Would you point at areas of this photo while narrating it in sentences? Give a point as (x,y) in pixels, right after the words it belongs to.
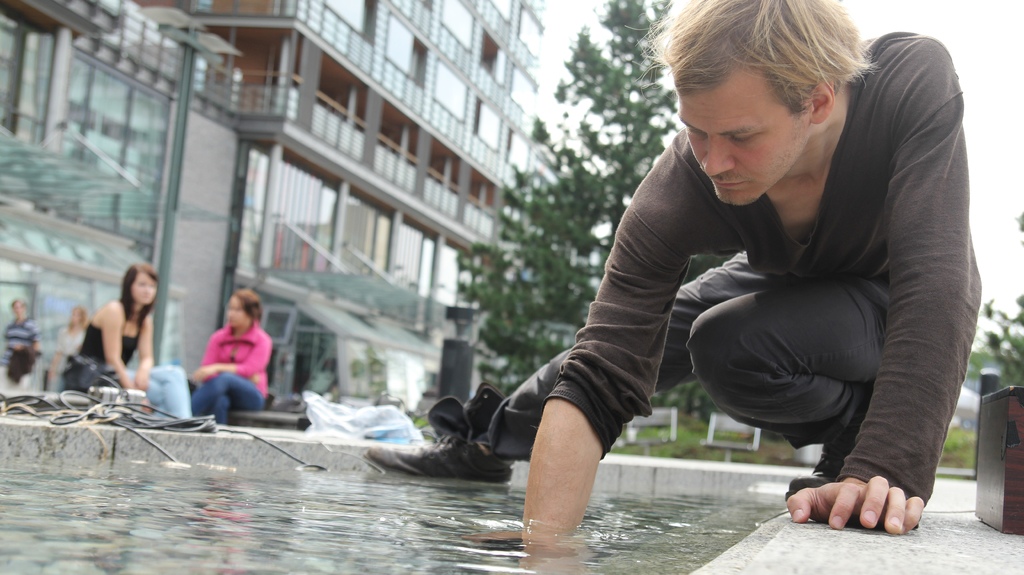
This is an outside view. On the right side (797,199) there is a man (713,272) sitting and kept his hand (559,467) in the water (428,538). Beside him there is a box (1005,454). On the left side (106,349) there are two women (208,369) sitting and two persons (12,339) are walking and I can see few objects (22,407) on the floor (278,436). In the background (315,198) there is a building (375,175) and some trees (574,219). In the background (723,419) there are few benches (709,436) placed on the ground (733,458).
